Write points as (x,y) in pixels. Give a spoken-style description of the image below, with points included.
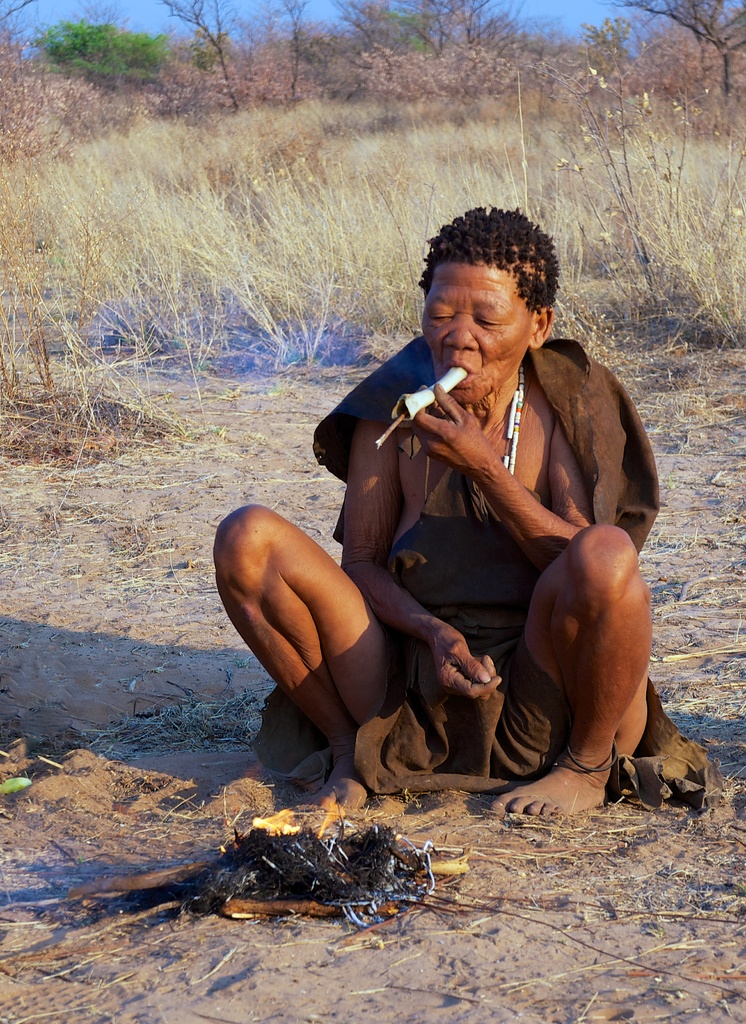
In this picture there is a person (534,477) sitting and holding an object (441,383) with mouth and hand (431,432). We can see sand (249,793) and fire (341,841). In the background of the image (673,240) we can see grass (673,240), trees (244,54) and sky (237,18).
